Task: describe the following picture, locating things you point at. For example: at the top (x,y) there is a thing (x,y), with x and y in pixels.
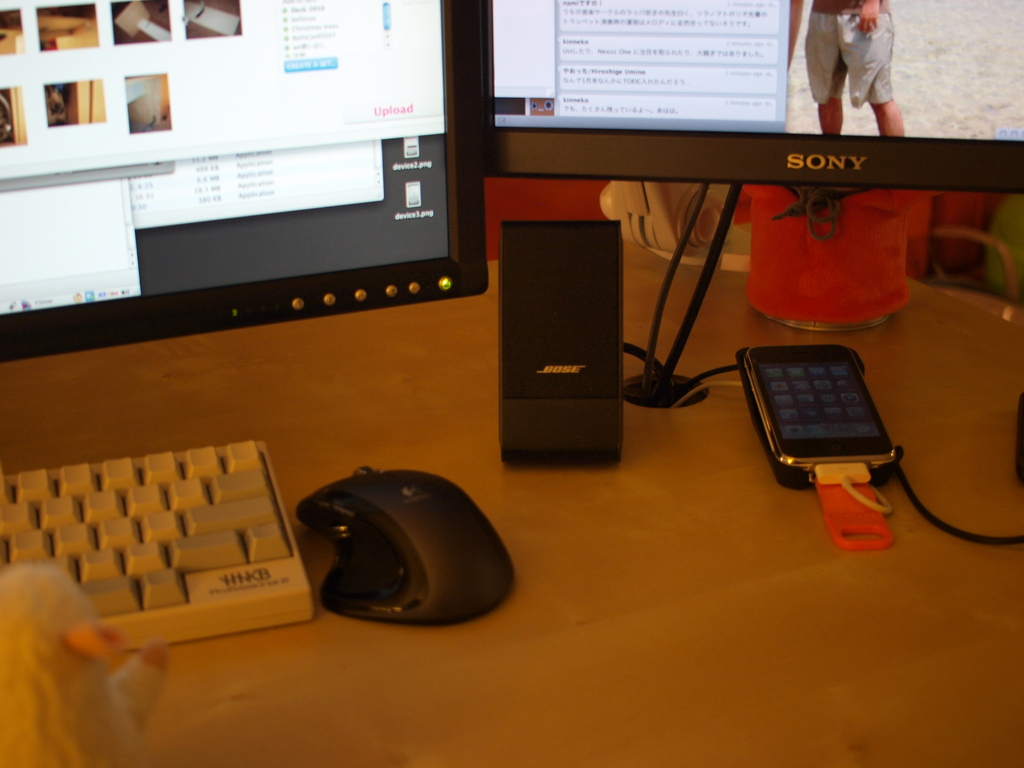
In the picture we can find a table (874,391), on the table (280,744) we can find a monitor (70,87), and another screen (737,169), keyboard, mouse (403,477) and mobile phone (798,427) with wires (654,358).
